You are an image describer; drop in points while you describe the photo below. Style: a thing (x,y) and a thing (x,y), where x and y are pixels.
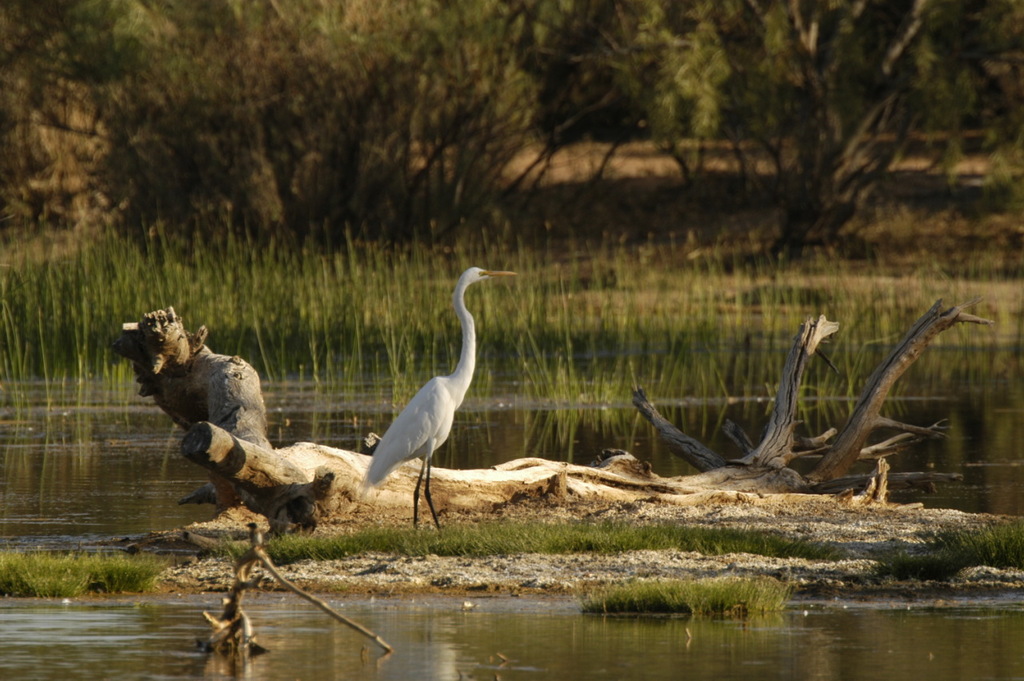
This is water (536,630) and there is a bird (481,280). Here we can see grass (687,369). In the background (867,73) there are trees (596,125).
